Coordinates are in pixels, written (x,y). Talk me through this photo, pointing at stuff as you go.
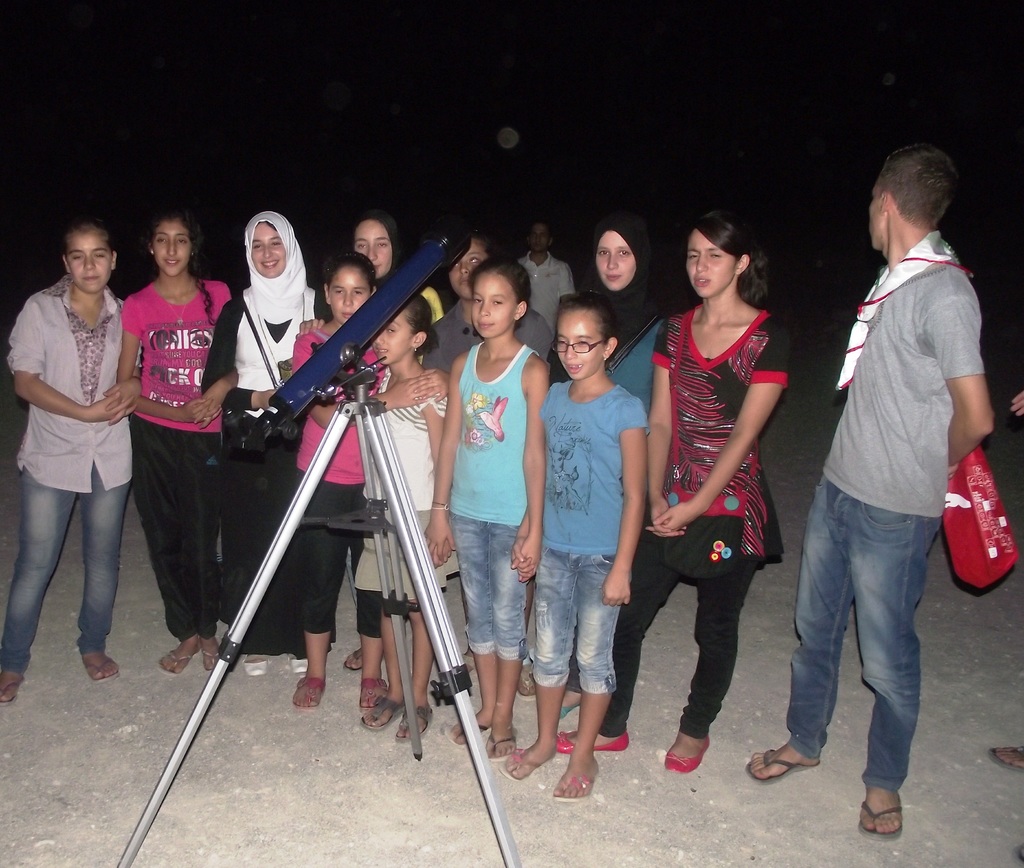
In the center of the image (443,425) we can see a group of people (448,388) are standing. At the top of the image (537,90) sky (663,210) is there. At the bottom of the image (712,814) ground (735,768) is present. On the left side of the image (319,468) we can see a stand (383,453) and an object (368,345) are present.
